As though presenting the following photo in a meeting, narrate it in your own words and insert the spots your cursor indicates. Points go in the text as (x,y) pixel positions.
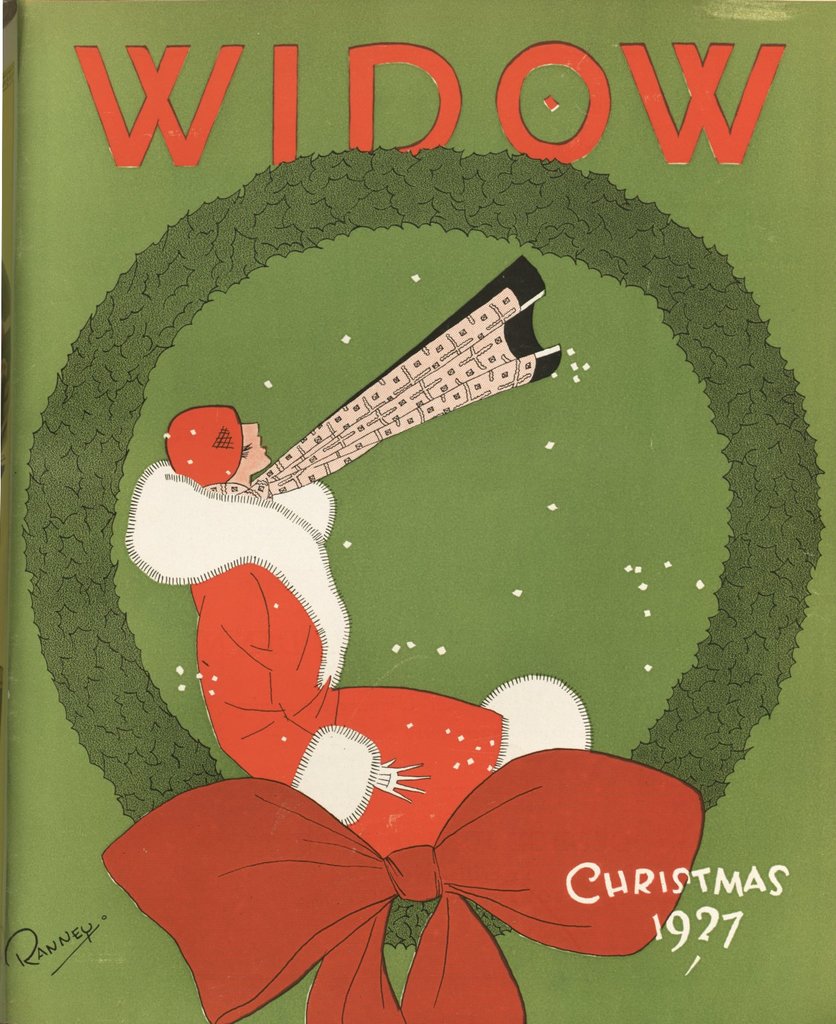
In this picture I can see a cartoon image in which I can see a person (267,505) and some names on it.
